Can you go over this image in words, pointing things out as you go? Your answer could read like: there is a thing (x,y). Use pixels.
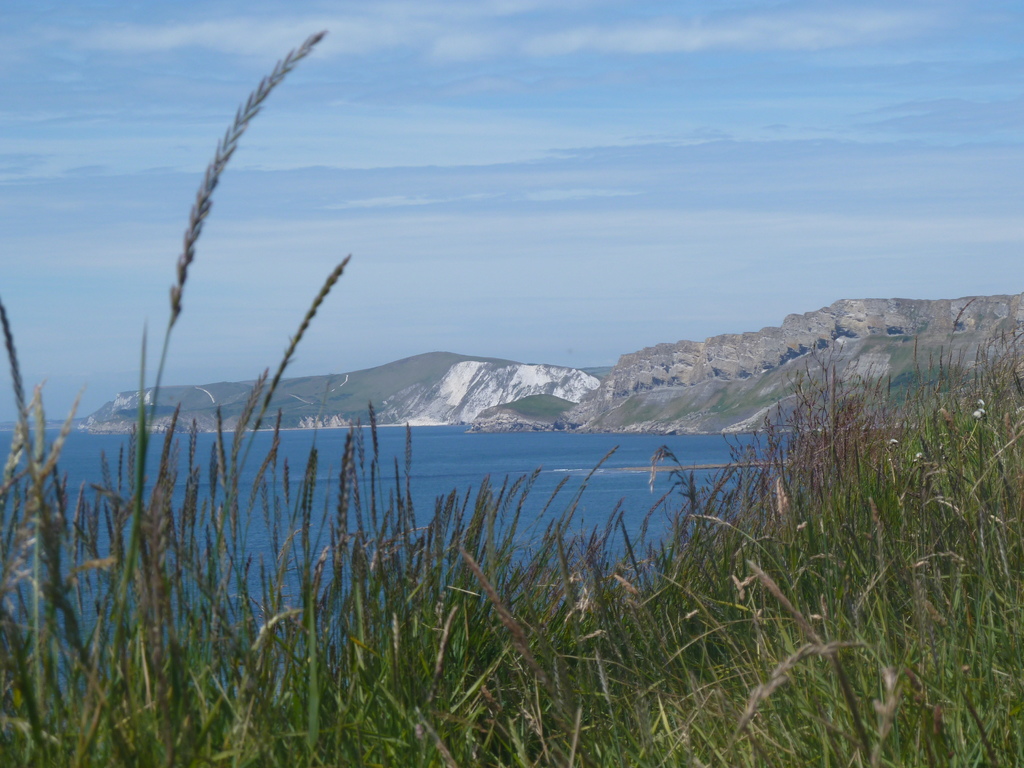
In this image we can see a sea (391,450). There are many plants (900,696) in the image. There are mountains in the image.
